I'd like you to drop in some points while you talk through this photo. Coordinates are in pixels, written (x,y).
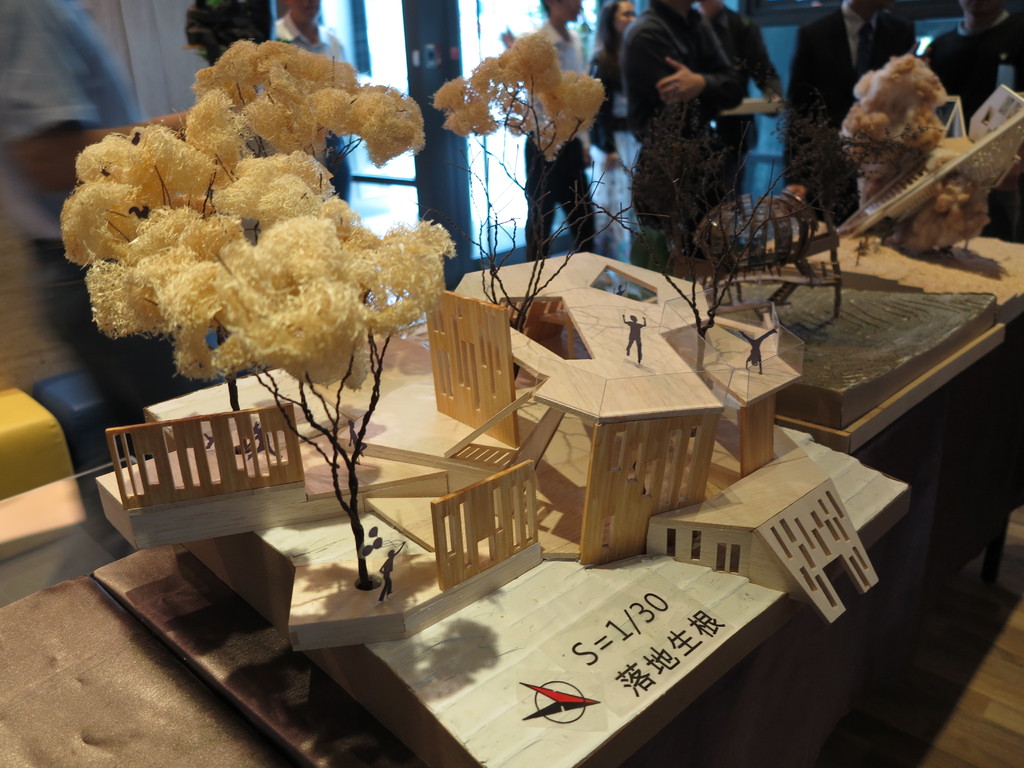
Here on the table (99,709) there are some fine arts (468,392) like a tree (307,344) people (634,330) are standing on the roof (614,365) of building (739,330). Behind the table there are some people (297,23) standing. And we can also see a door (386,48).
